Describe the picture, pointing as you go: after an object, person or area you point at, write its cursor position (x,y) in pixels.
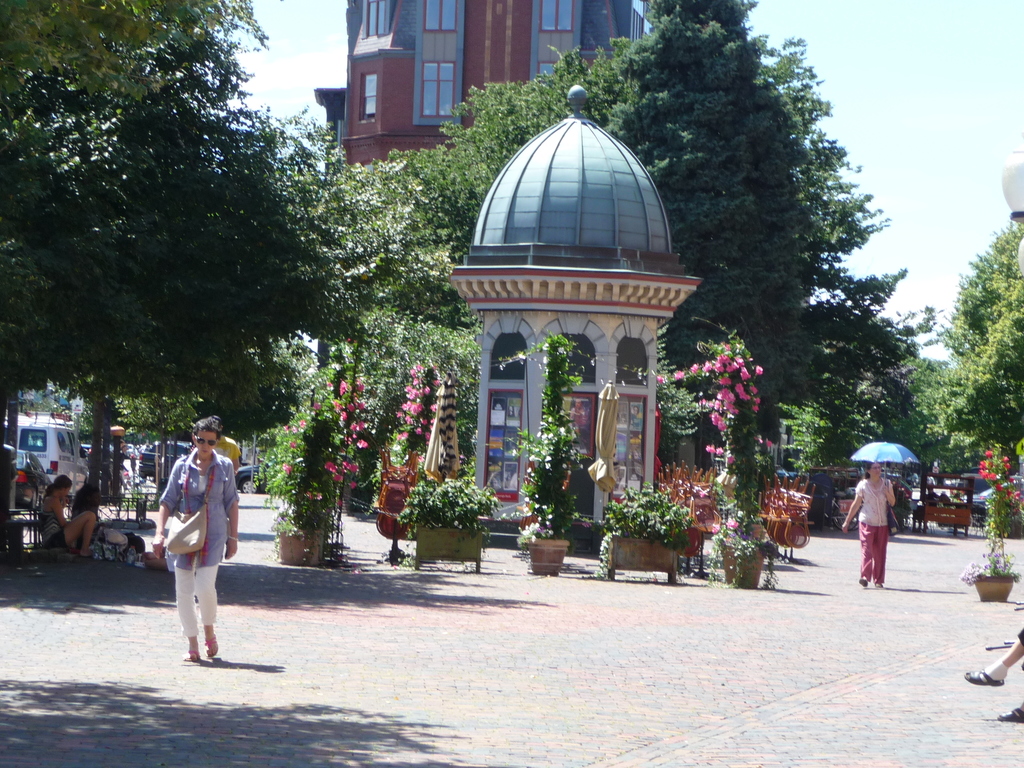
In this picture we can see there are two persons (879,527) walking on the walkway (513,648) and some other people (1019,705) sitting. Behind the people (167,509) there are plants (735,531), pots (462,554), trees (269,436) and an architecture (545,335). On the left side of the image (62,468) there are vehicles (141,462). On the right side of the image (1013,175), it looks like a street light (1012,189). Behind the building (469,46) there is the sky (846,105).
